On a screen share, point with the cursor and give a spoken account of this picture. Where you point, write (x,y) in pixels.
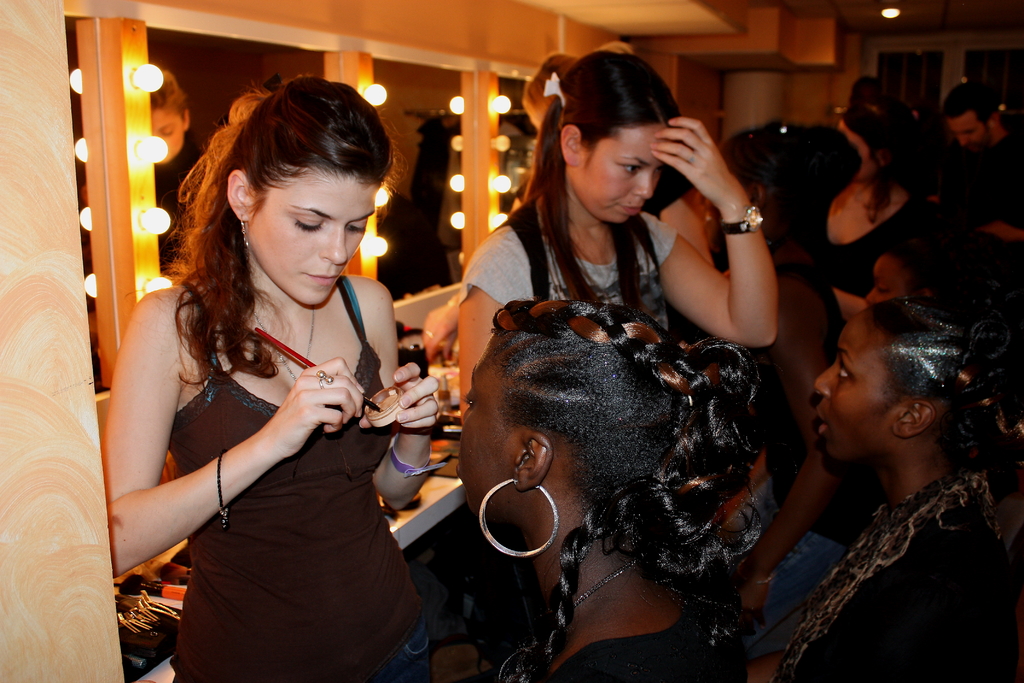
On the left side (299,469) a beautiful woman (292,474) is performing the makeup (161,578). She wore brown color top (355,588), on the right side (938,408) 2 women (688,524) are sitting and looking at that side.
